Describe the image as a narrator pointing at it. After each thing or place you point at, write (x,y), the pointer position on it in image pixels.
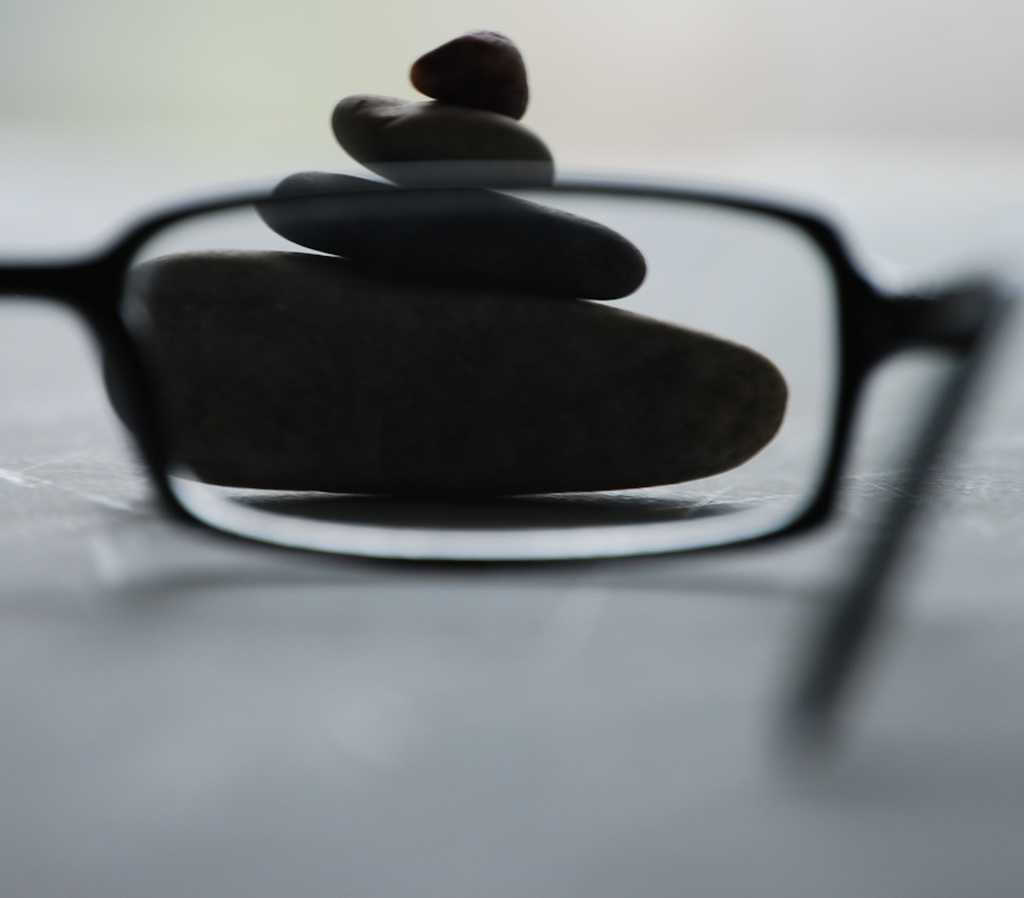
In the front side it is a spectacles (423,407) and these are the stones (483,329).
